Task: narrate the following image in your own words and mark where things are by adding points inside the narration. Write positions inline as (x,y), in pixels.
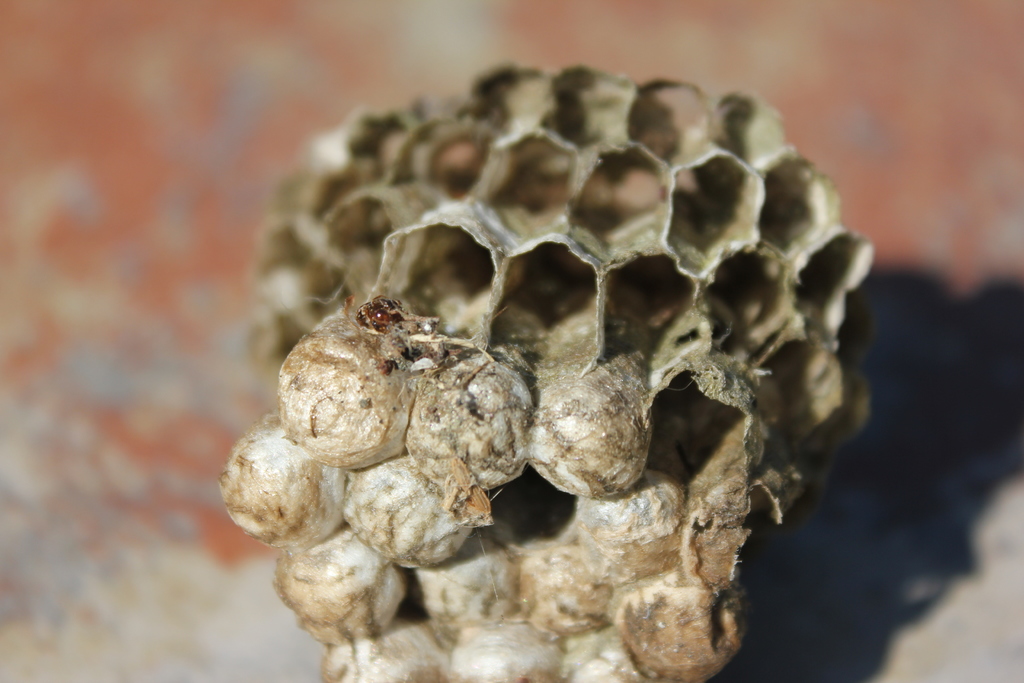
In this picture it is looking like a dry honeycomb (418,387) which is in grey color. The background (99,285) is completely blurred.
